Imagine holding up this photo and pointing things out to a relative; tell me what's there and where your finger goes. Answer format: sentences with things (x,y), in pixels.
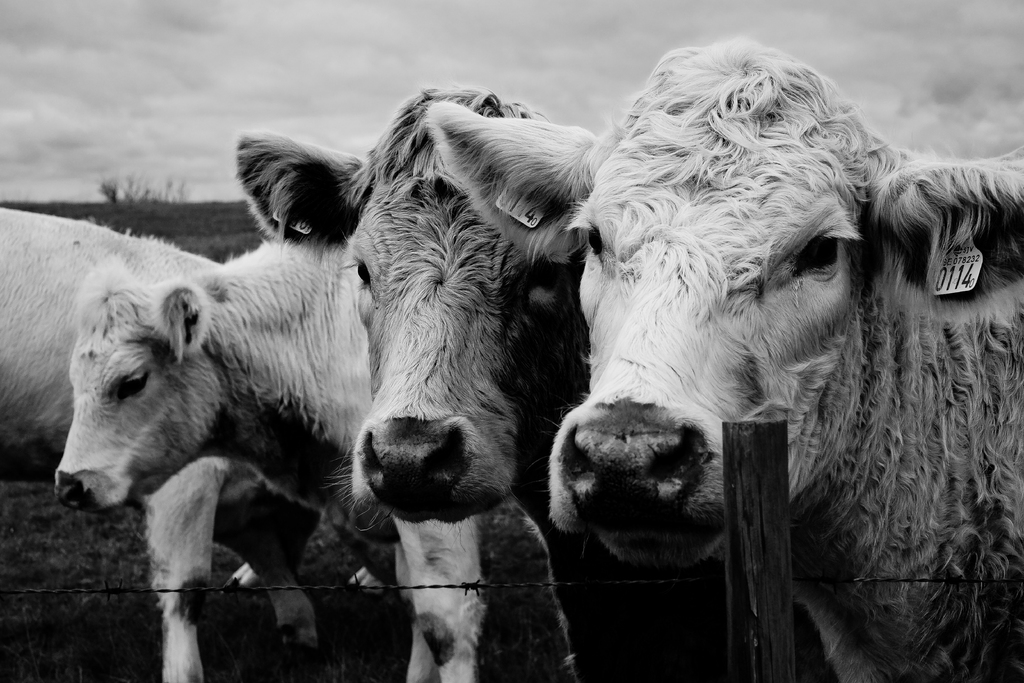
In this image we can see group of cows (557,455) standing on the ground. In front of them there is a metal fence (496,585) a wooden pole (743,571) and in the background (43,89) we can see the sky (151,32).
